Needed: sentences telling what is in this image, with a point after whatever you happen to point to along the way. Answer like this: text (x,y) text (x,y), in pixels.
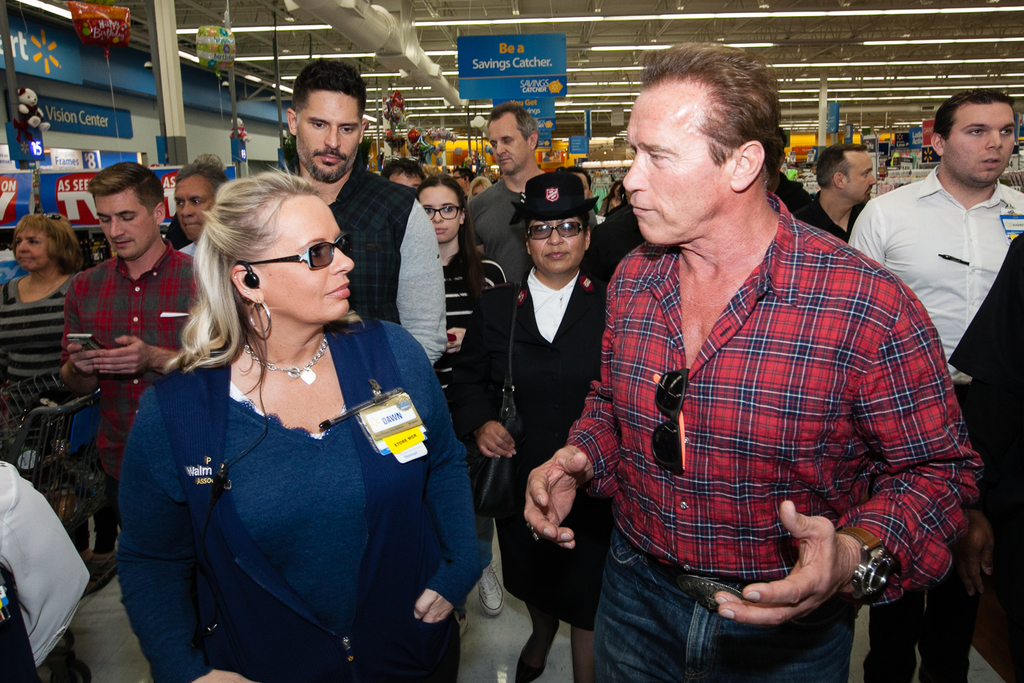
In this image I can see a group of people (415,608) are standing on the floor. In the background (564,65) I can see metal rods (821,108), wall (262,105), some objects (460,158), boards (513,59) and lights (721,14) on a rooftop (890,53). This image is taken may be in a hall (591,30).
